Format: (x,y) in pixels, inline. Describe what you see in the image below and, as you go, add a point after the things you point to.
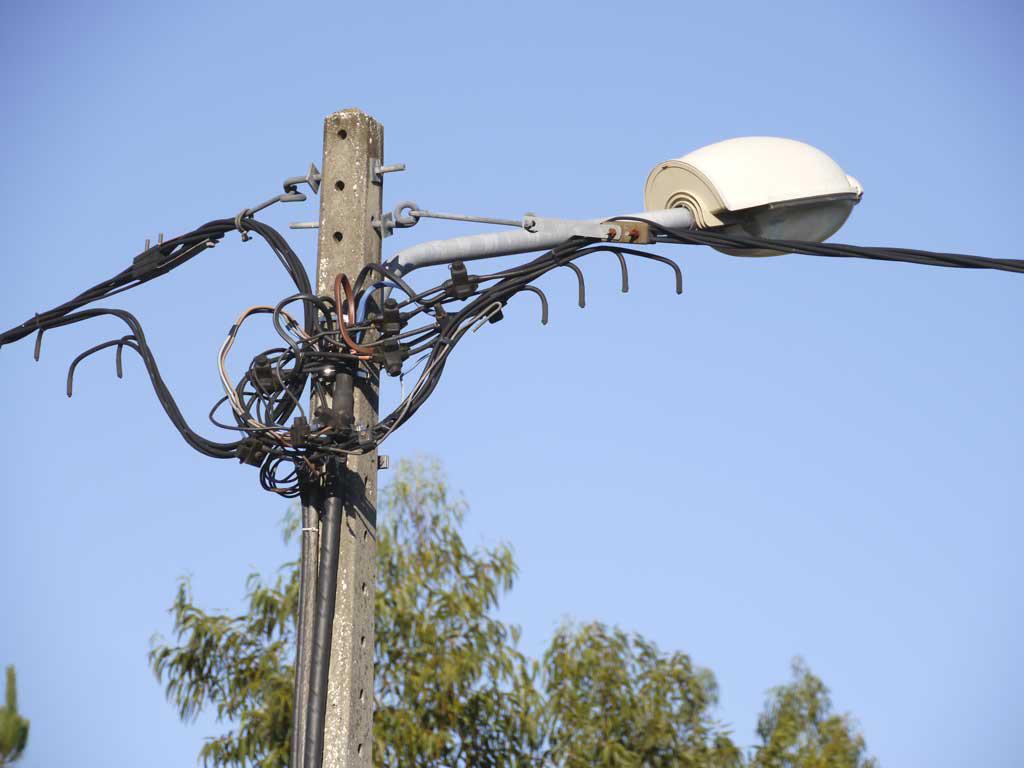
In this image I can see a light pole (342,690) along with the wires (229,395). In the background (437,691) there is a tree (577,683). At the top (656,111) I can see the sky (492,96).
